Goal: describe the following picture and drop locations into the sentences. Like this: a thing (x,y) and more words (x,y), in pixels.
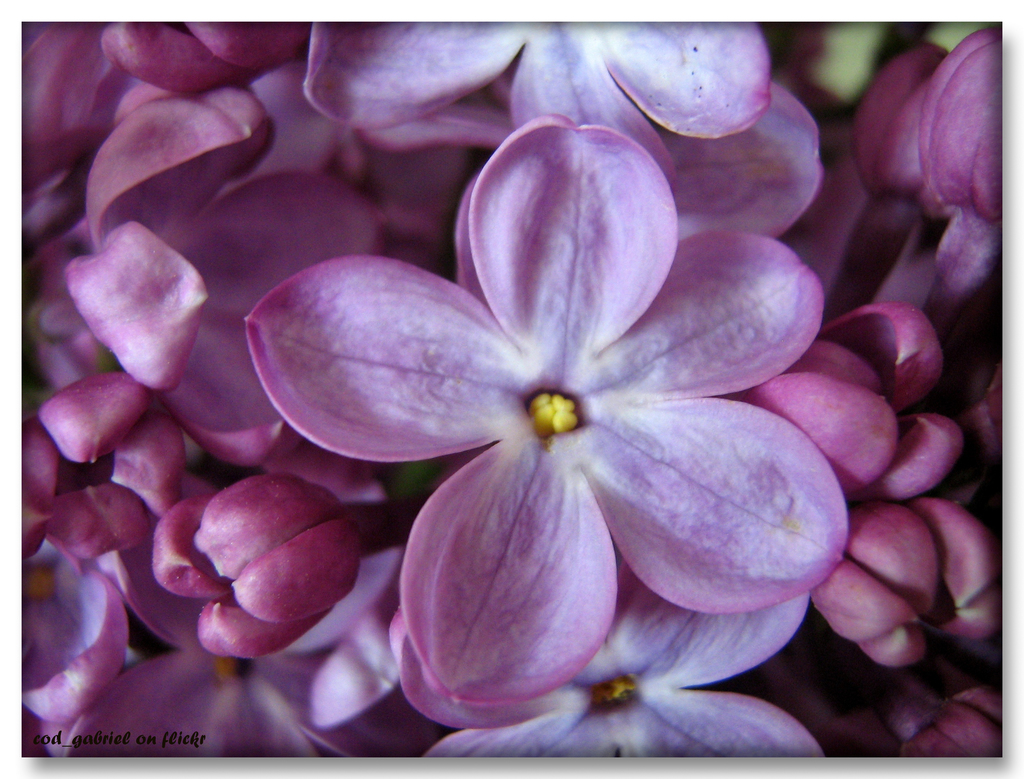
This image consists of flowers (536,695) in pink color.
